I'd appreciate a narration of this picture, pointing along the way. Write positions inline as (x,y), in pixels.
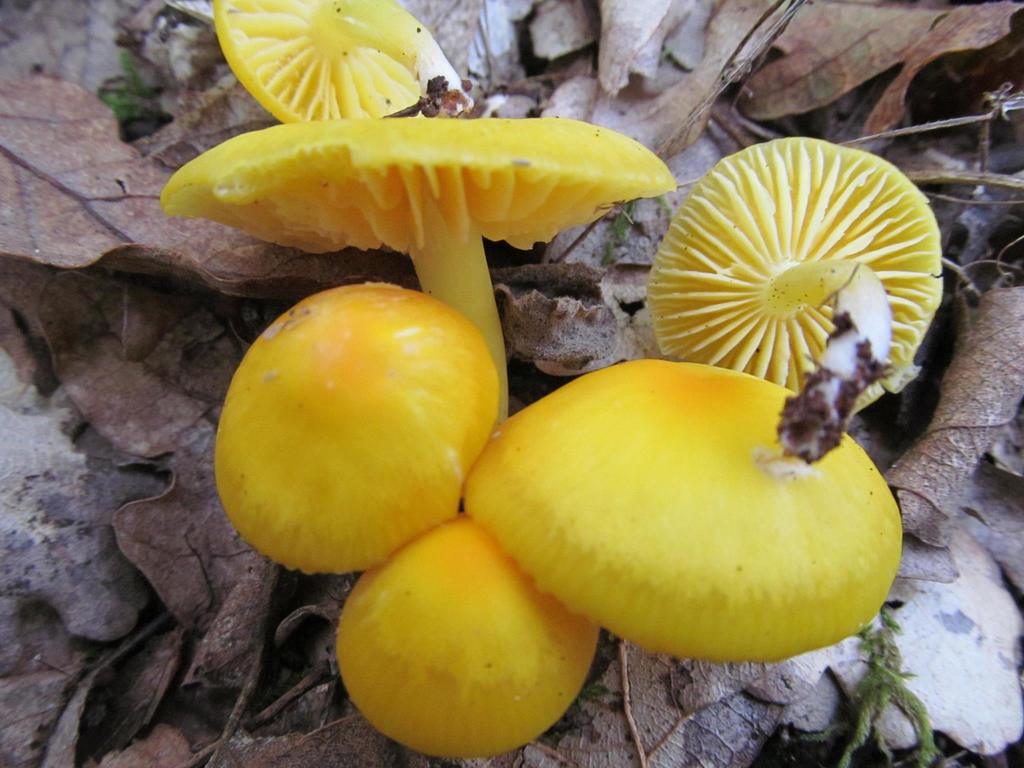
In this image I can see few yellow color mushrooms (463,284) and back I can see few dry leaves (116,459).
